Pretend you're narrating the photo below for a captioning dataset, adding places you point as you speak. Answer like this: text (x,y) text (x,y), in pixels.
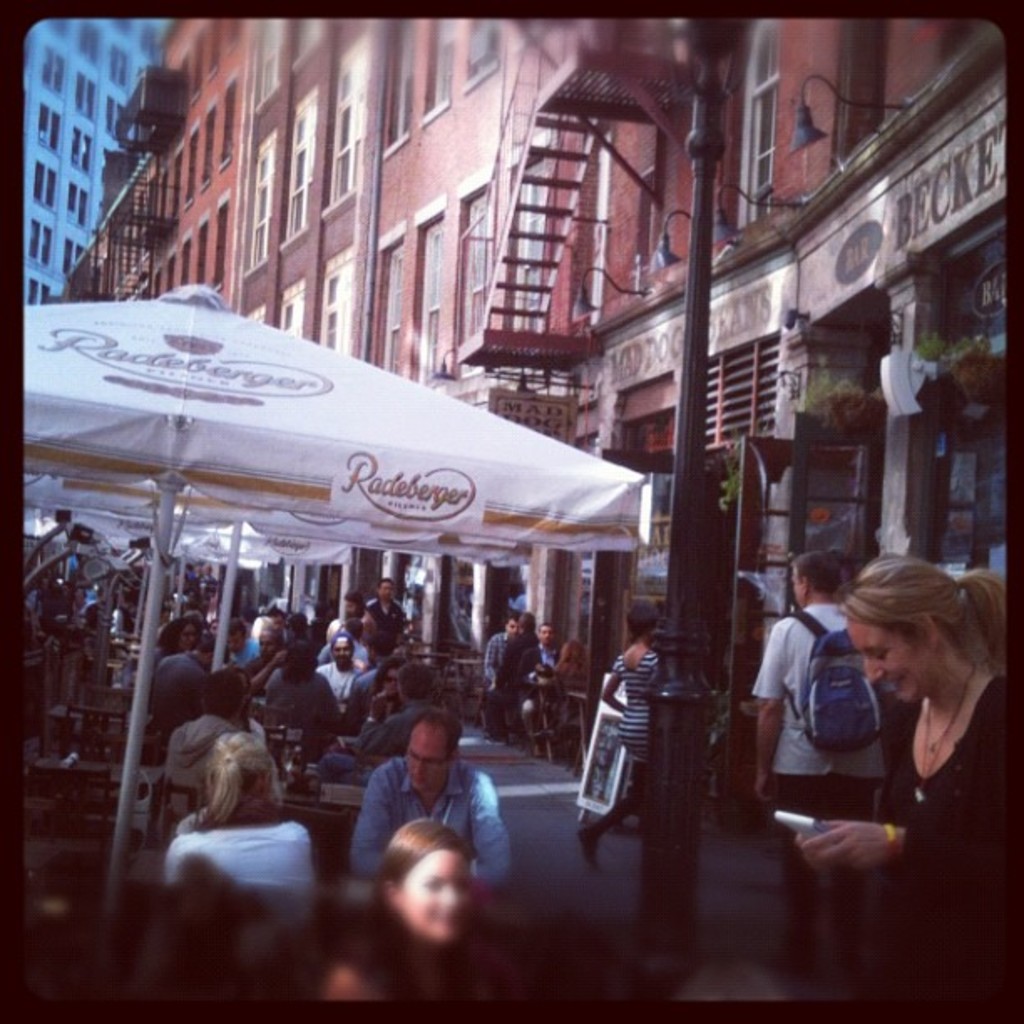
In this image on the road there are many people (176,780). There are few umbrellas (190,441) here. In the background (216,211) there are buildings (734,180).
